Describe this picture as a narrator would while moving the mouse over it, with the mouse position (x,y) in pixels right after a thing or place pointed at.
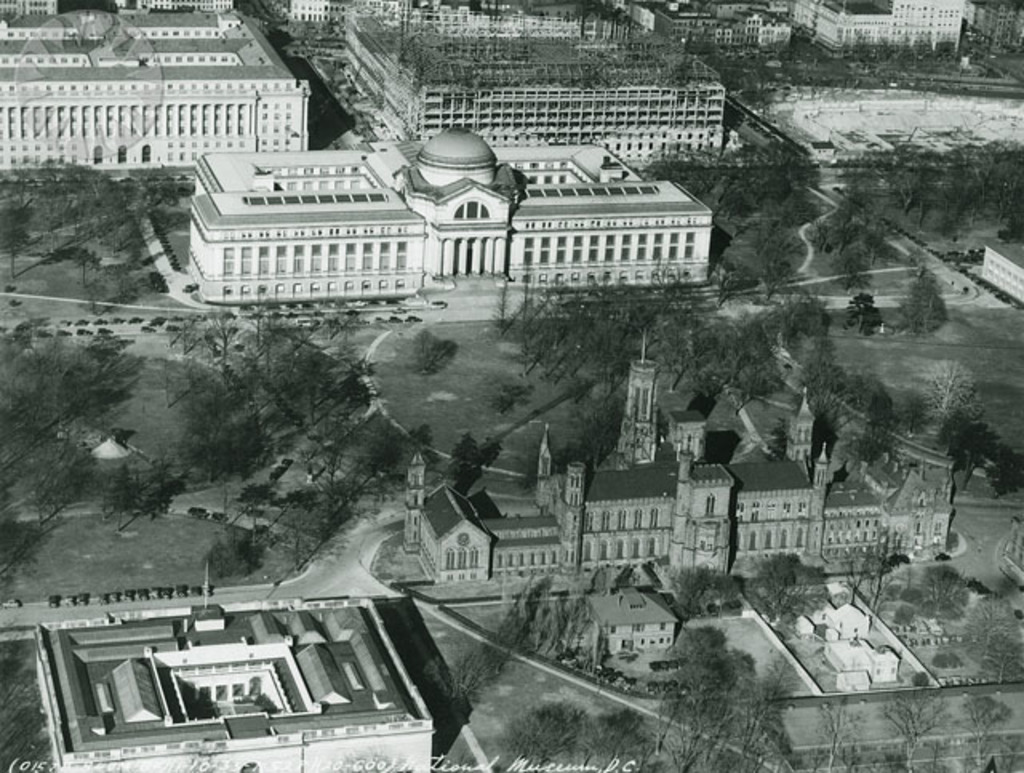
This is a black and white image. In this image we can see a group of buildings (428,524), some houses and a group of trees (754,698). We can also see a logo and some text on this image.
